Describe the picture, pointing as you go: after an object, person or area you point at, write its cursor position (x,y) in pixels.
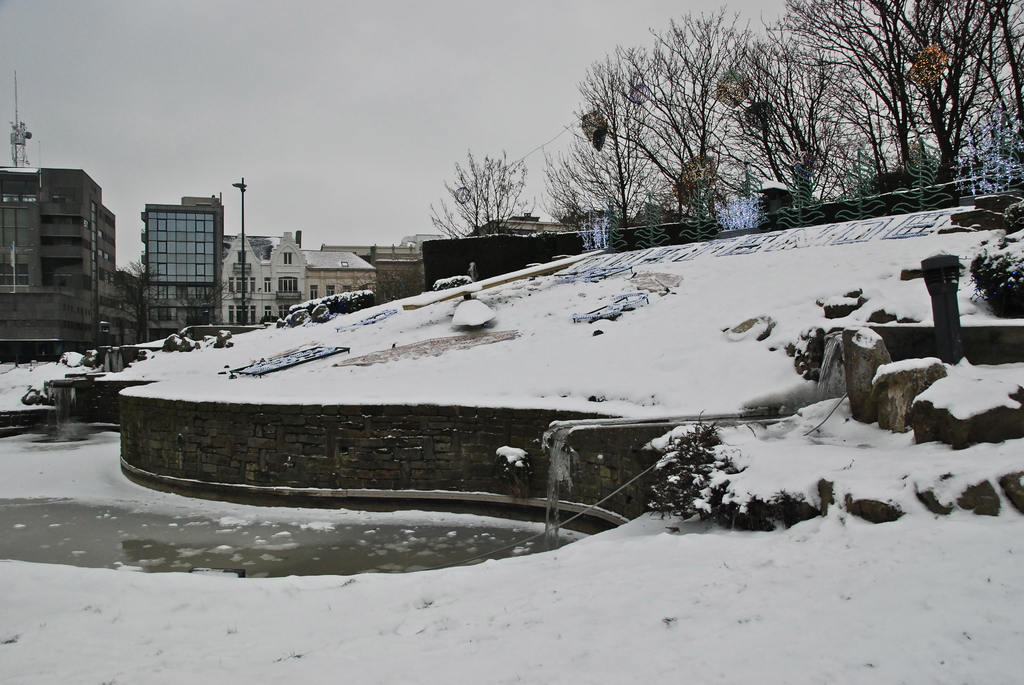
In this picture we can see snow (681,573) at the bottom (625,607), there is water (387,567), here, we can see some buildings (314,269) in the background (21,247), on the right side (850,87) there are some trees (791,143), we can see a pole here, there is the sky (301,86) at the top of the picture (350,96).
